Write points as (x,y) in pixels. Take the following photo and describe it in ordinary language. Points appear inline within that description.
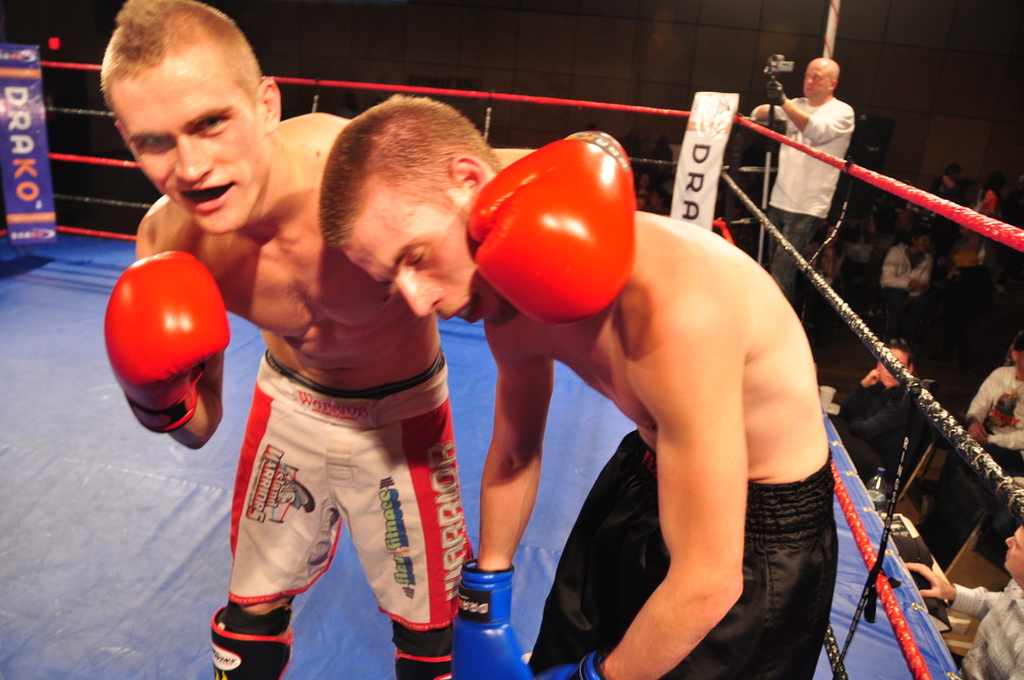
Here a fighter (558,649) is standing, he wore a black color short (793,539). In the left side (245,630) another fighter (444,605) is standing and he wore a red and white color short (363,467).
